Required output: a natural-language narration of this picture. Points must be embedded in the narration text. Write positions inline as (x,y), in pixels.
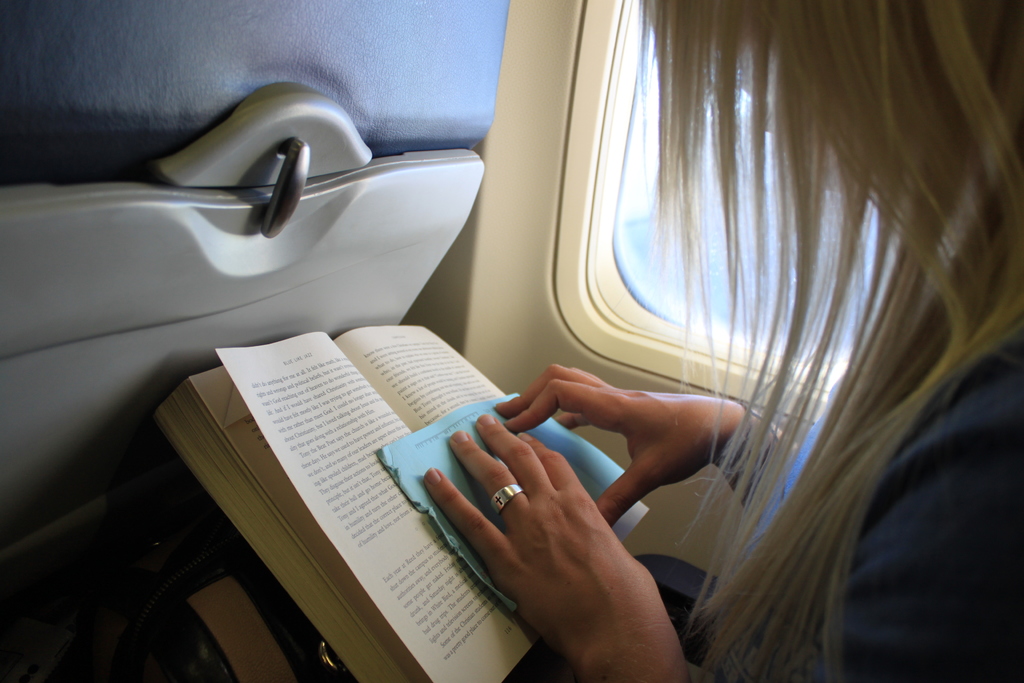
In this picture we can see a woman (872,580) sitting in an airplane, she is holding a paper (497,461), we can see a book (363,457) in front of her.
